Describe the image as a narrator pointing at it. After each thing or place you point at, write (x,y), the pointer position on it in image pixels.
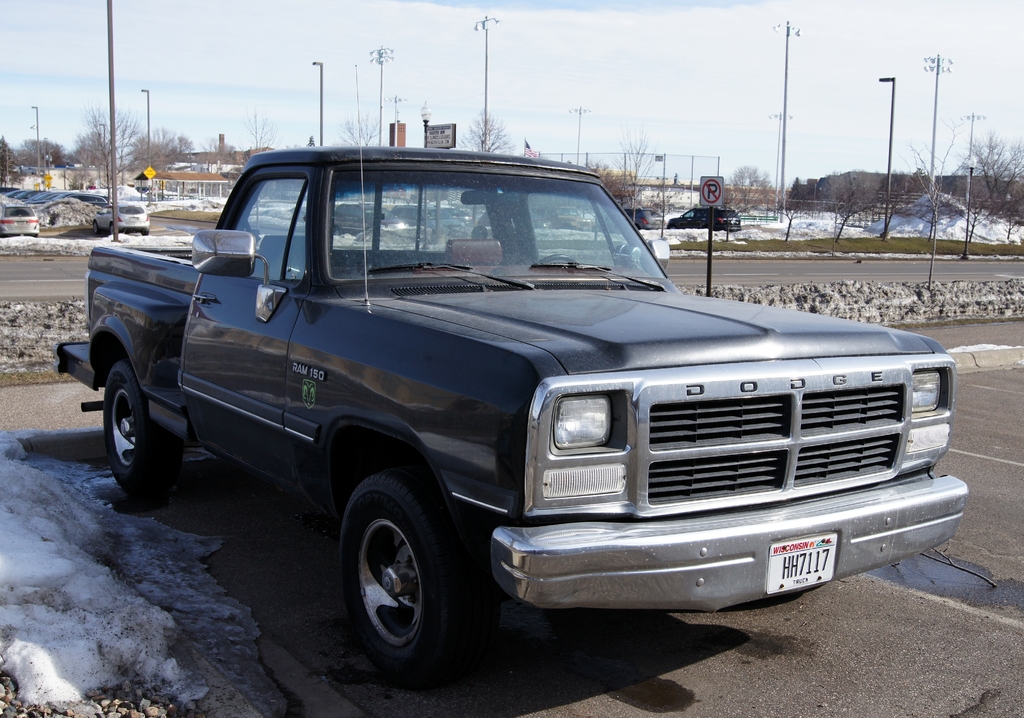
In front of the picture, we see the black car (632,324) is parked on the road (636,617). Behind that, we see the poles (114,195) and street lights (116,210). In the background (218,172), we see the poles (114,156), street lights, cars (138,204), buildings (42,178) and trees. At the top (766,169), we see the sky (672,106).
